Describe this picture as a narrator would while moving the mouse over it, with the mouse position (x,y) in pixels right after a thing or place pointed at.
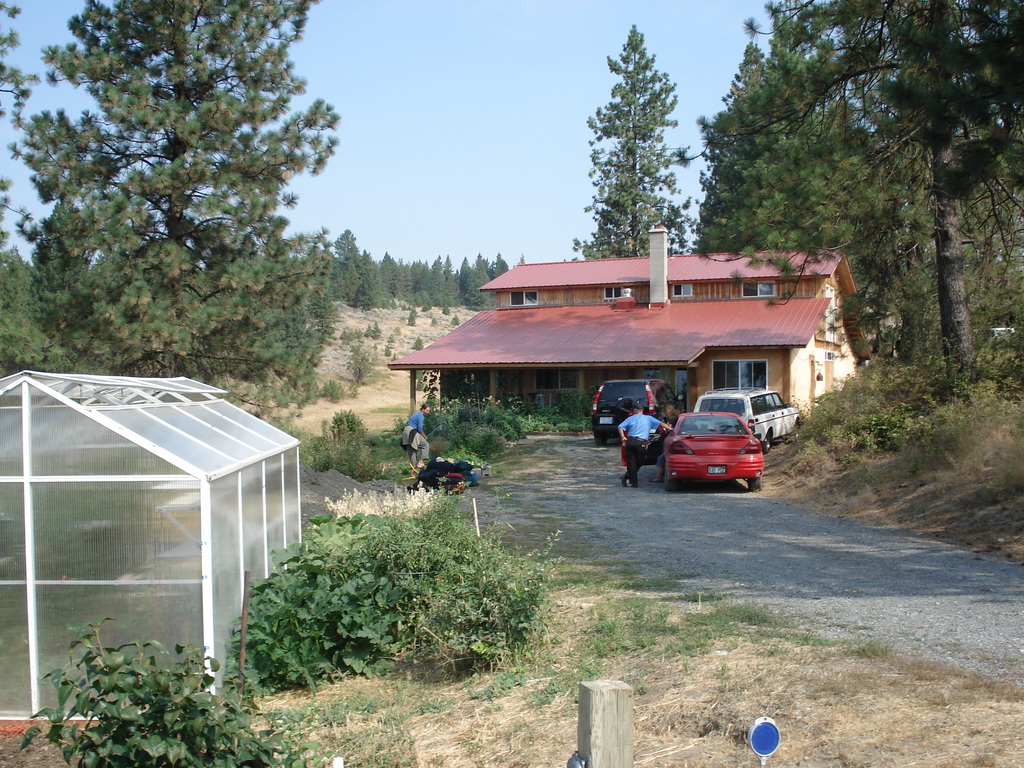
In the picture I can see a building (631,359), plants (491,441) people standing on the ground (543,528), vehicles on the road (690,511), trees (256,390), the grass (573,582) and some other objects (204,528) on the ground (309,404). In the background (460,118) I can see the sky (463,87).
